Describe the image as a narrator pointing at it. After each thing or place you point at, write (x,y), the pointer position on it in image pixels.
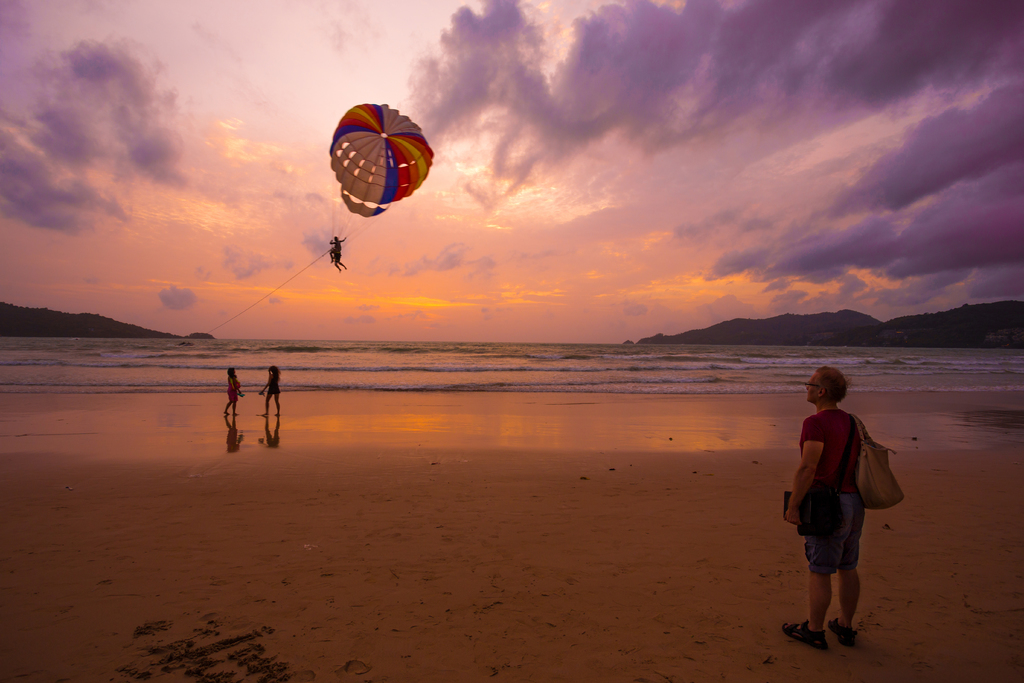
In this picture we can see a person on a parachute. There is a rope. We can see two women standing near seashore (288,419). There is a person (836,471) wearing bag (879,492) and holding an object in his hand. He is standing on the sand (166,577). Waves (508,349) are visible in water (725,365). Sky (742,204) is cloudy.
